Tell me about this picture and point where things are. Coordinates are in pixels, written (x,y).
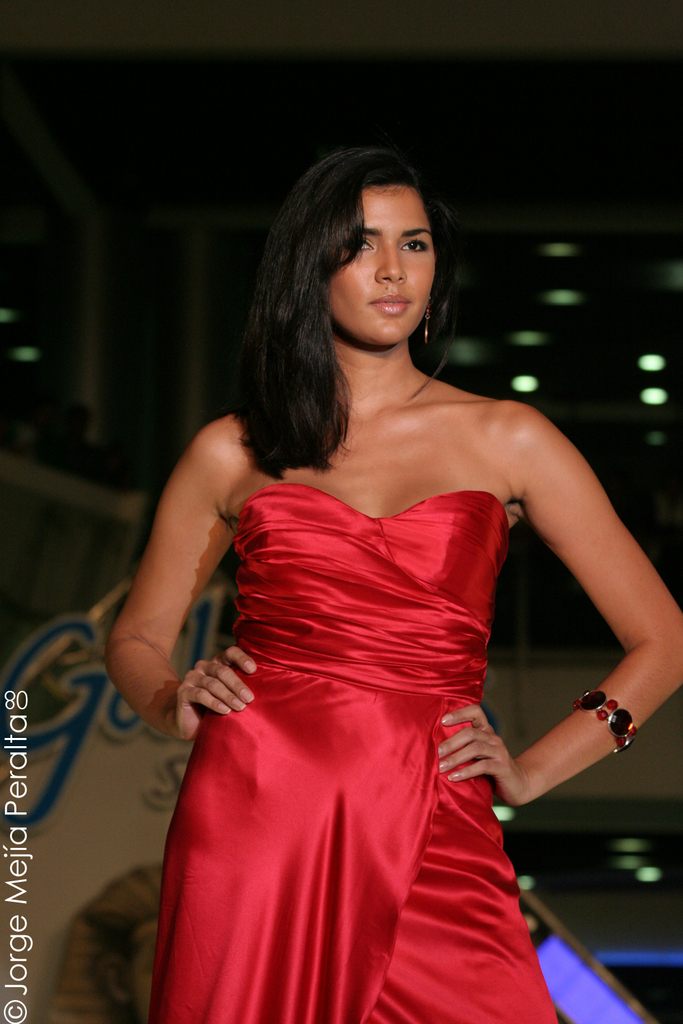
In this image we can see a woman (422,420) with long hair (349,400), wearing a red dress (365,874).
